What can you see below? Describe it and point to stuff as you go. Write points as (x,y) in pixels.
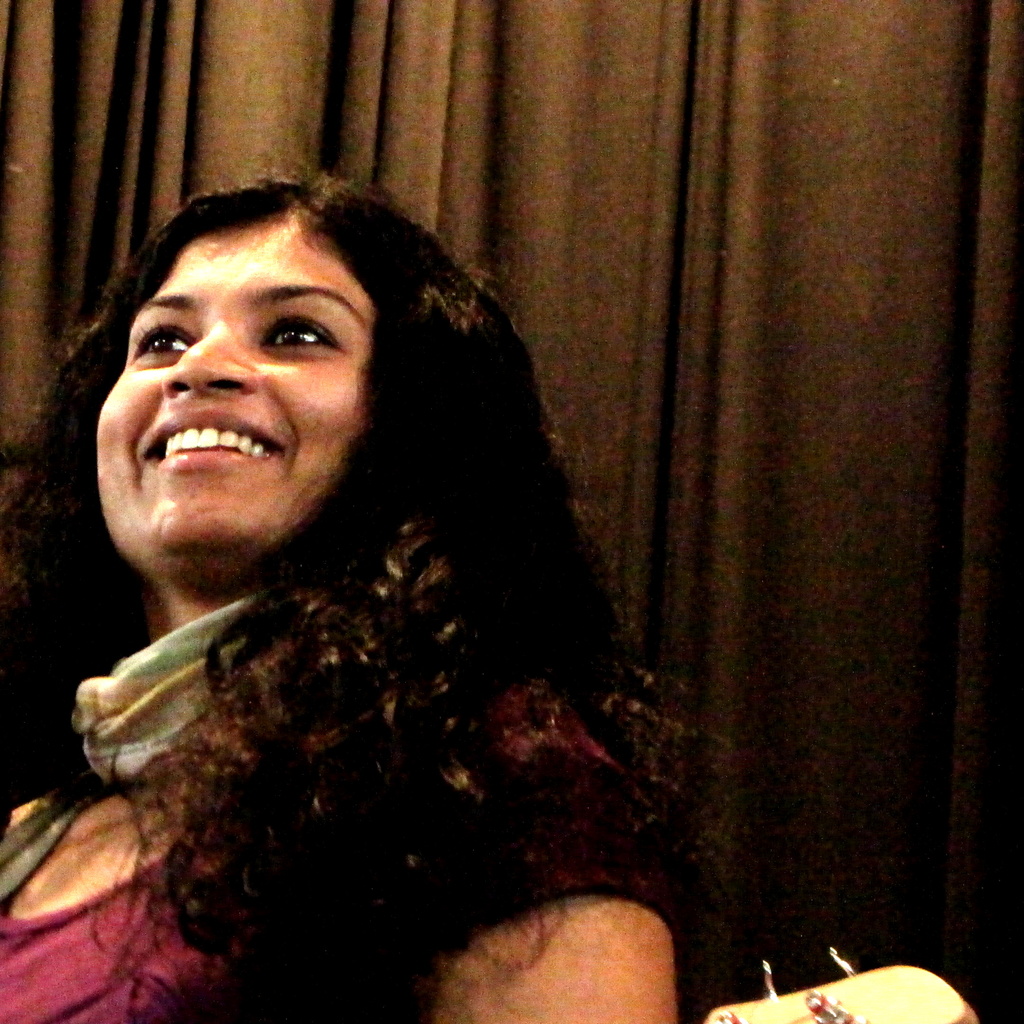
In the image a woman (480,639) is smiling. Behind her there is a curtain (808,501).
